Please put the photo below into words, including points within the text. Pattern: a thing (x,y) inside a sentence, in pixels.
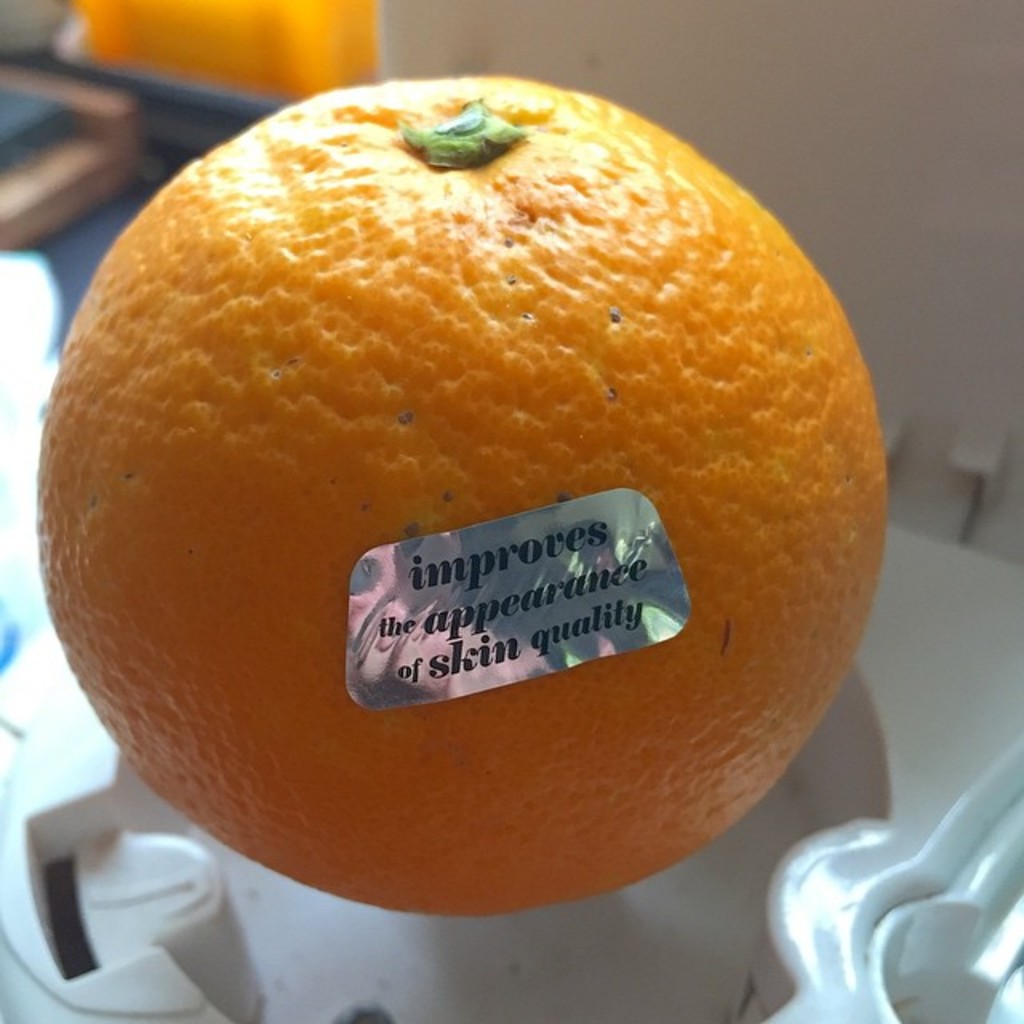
This image is taken indoors. At the bottom of the image (667,875) there is a white plastic object (846,851) with an orange (645,846) on it and there is a sticker (446,604) with a text (505,601) on the orange (535,725).
